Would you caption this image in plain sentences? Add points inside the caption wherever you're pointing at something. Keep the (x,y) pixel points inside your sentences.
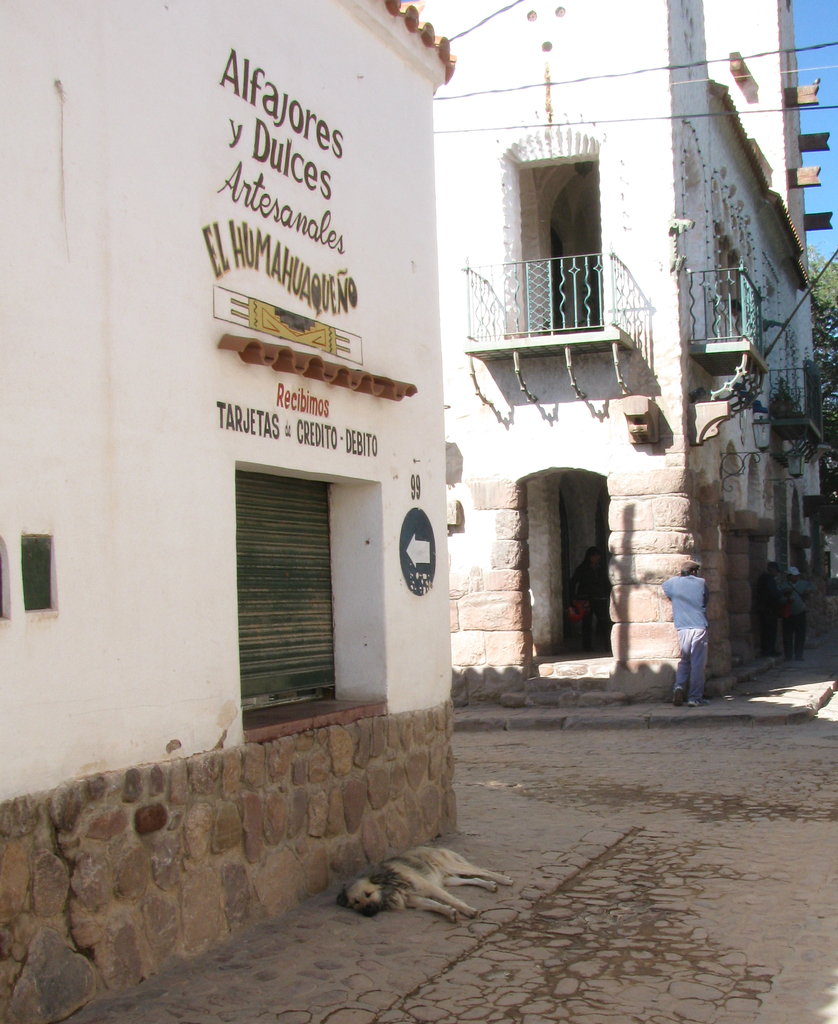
This image is taken outdoors. At the bottom of the image (503,933) there is a floor (623,855). On the left side of the image (128,589) there is a building (162,469) with a wall (118,638) and a shutter (274,594) and there is a text (286,205) on the wall (329,303). A dog (444,913) is lying on the floor (467,898). In the middle of the image (547,490) there is another building (630,398) with walls (637,552), windows (593,303), railings (613,312), balconies (613,325) and a door (575,572). A man (683,641) is standing on the road (690,752) and there is a tree (829,289).
